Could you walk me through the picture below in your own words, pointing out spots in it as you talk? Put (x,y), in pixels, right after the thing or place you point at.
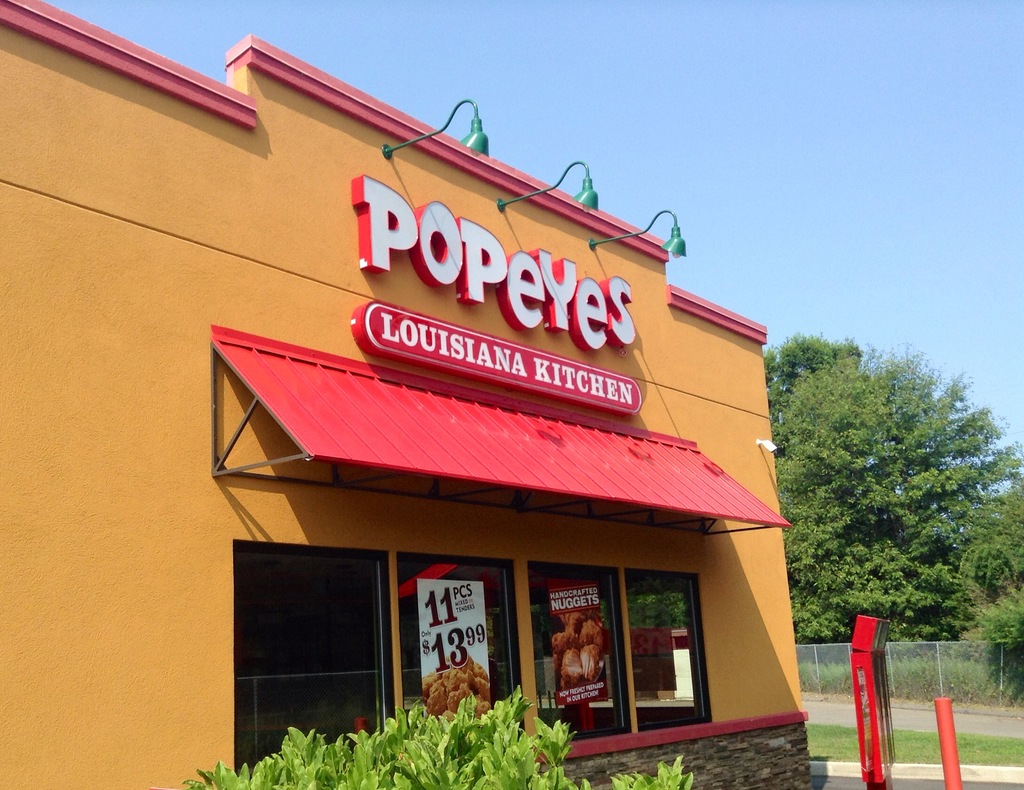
In this image we can see a restaurant (400,570), there are some lights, images (481,638) and text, also we can see some plants (522,752), trees (800,483), fence (912,667), board (400,319) and a pole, in the background (688,51) we can see the sky (511,130).
